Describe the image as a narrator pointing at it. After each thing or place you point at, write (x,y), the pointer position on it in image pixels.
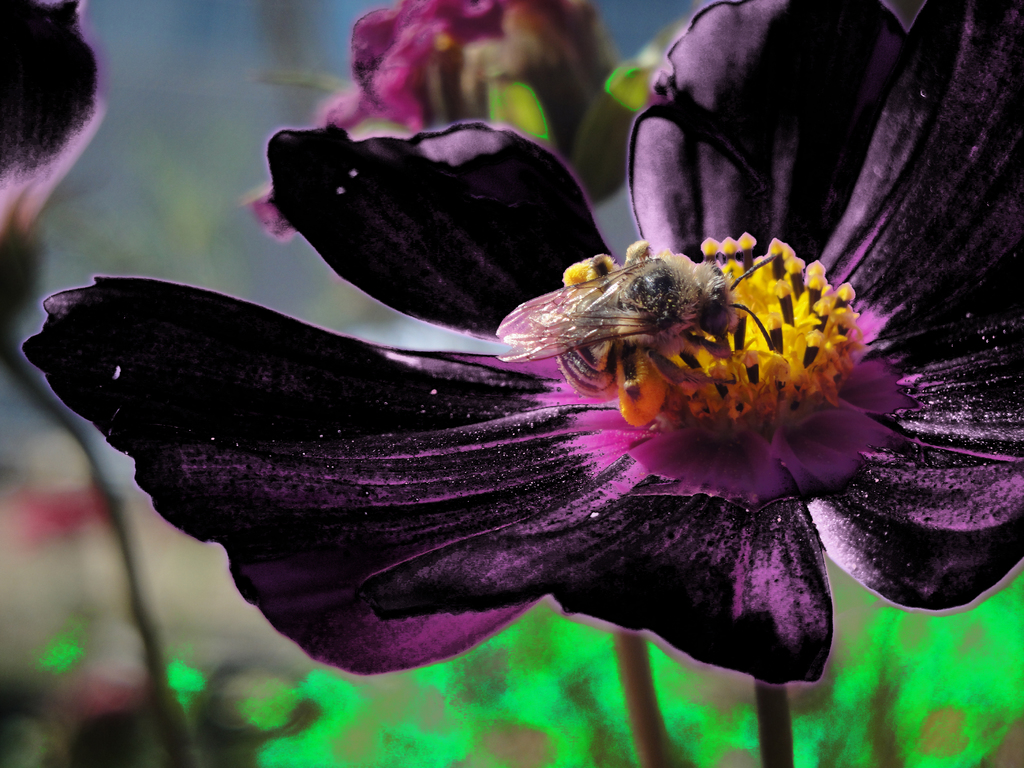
In this image I can see a purple, yellow and black flower (780,318) and insect (656,285) is on it. There is a blurred background (370,54).
